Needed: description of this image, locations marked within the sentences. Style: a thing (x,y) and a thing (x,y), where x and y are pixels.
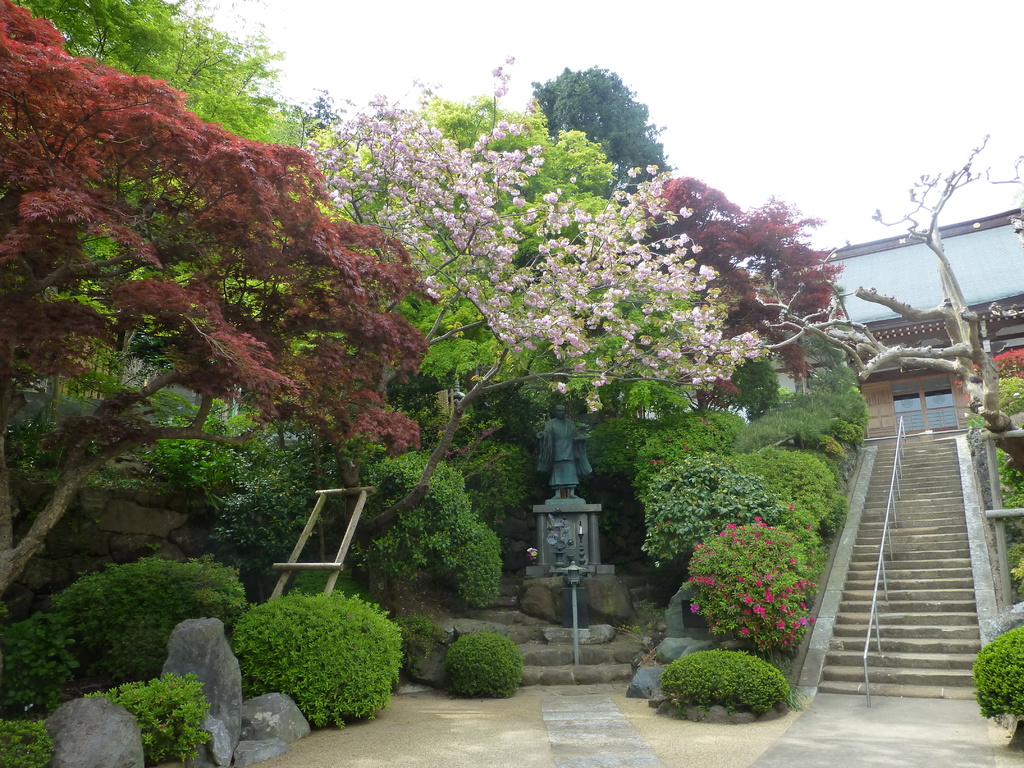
In the image we can see there is a building (919,409) and there are stairs (876,551) to it. There is a statue of a person (557,433) and there are lot of trees (522,473).
